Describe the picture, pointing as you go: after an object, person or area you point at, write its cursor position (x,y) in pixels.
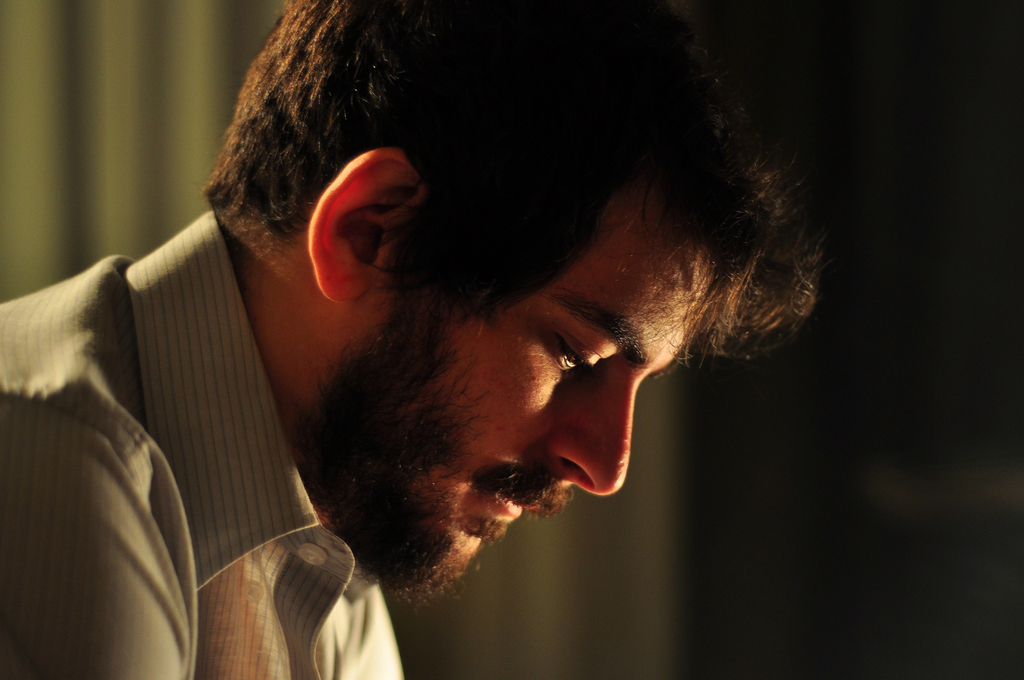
In this image we can see a man (363,534) wearing a shirt (212,551). In the background (666,495) there is a curtain (125,159).
